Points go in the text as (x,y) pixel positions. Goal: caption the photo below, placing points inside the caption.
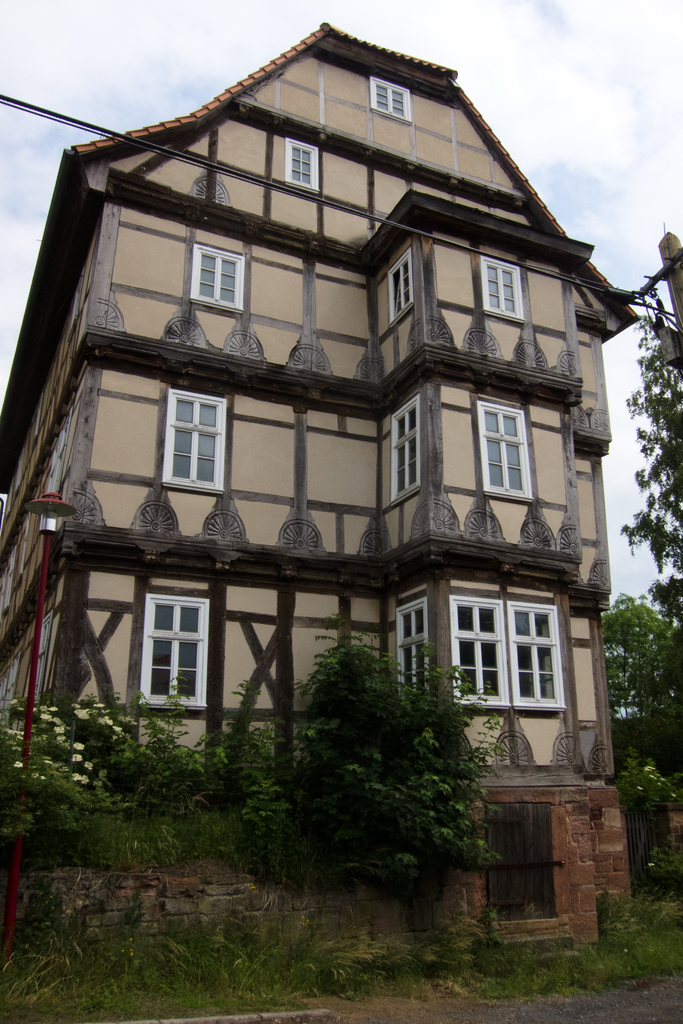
In this image I can see a building (342,452) which is cream and brown in color and I can see few trees (369,776), a pole (14,907) which is red in color, few flowers (79,780) which are white in color and few windows (179,601) of the building (249,473). In the background (628,513) I can see few trees (671,420) and the sky (580,173).
